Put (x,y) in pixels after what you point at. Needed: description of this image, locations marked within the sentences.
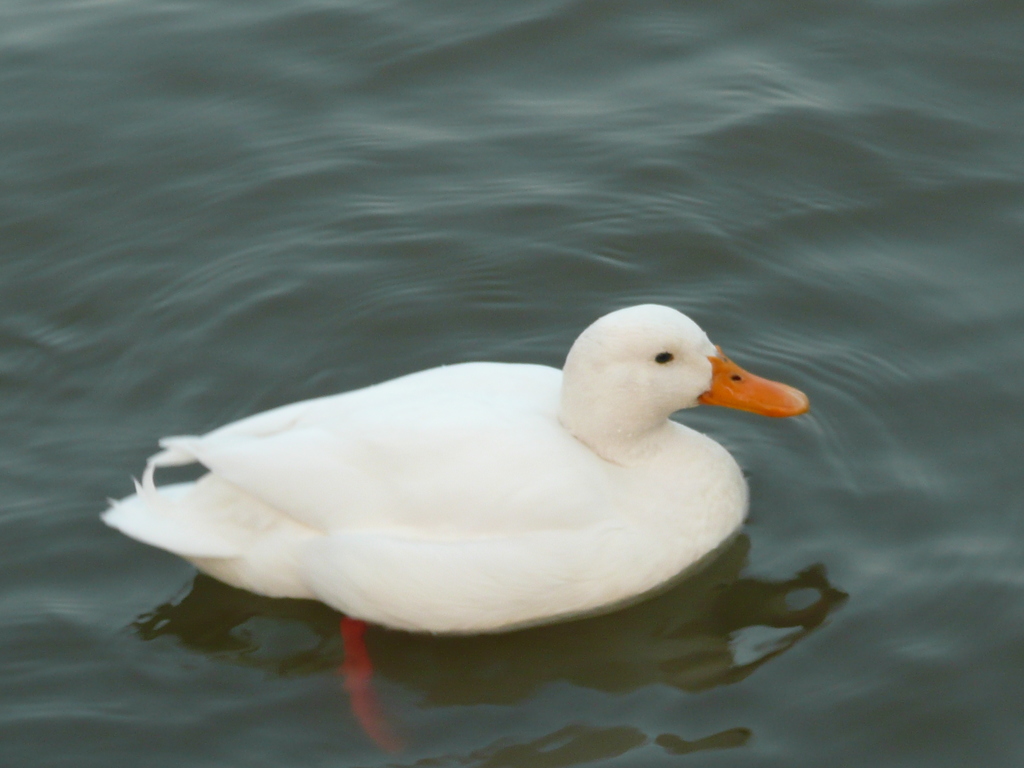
In this picture we can see duck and water (785,221).
